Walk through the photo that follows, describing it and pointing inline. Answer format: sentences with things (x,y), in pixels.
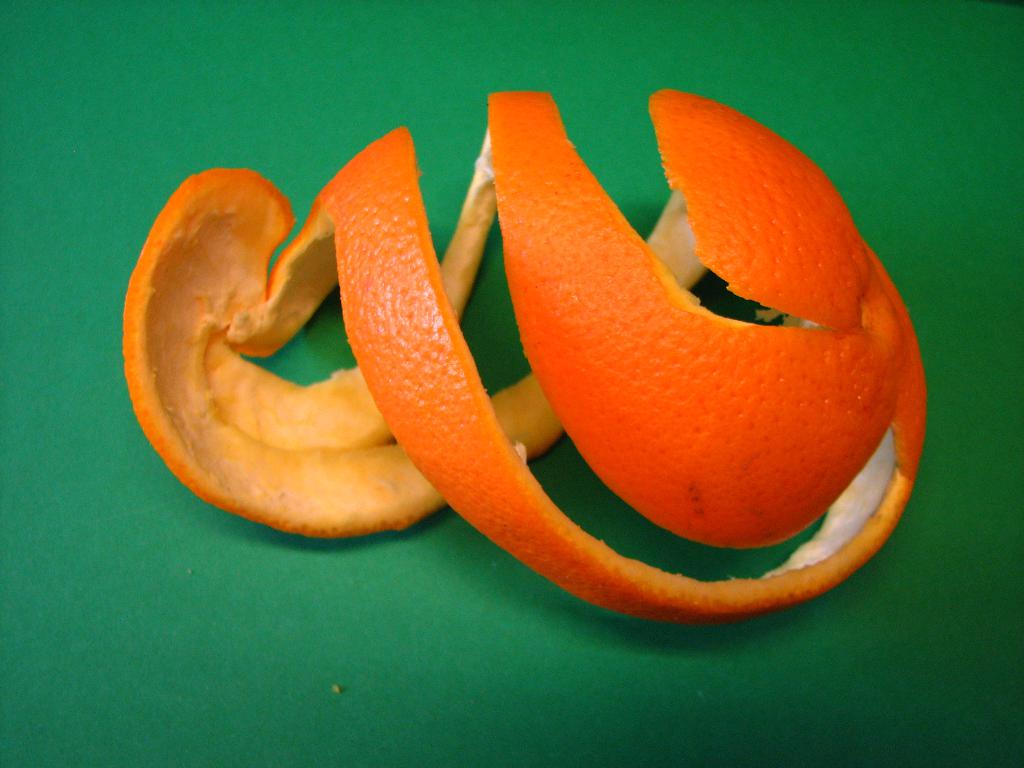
We can see orange peel (542,433) on the green surface (299,580).
